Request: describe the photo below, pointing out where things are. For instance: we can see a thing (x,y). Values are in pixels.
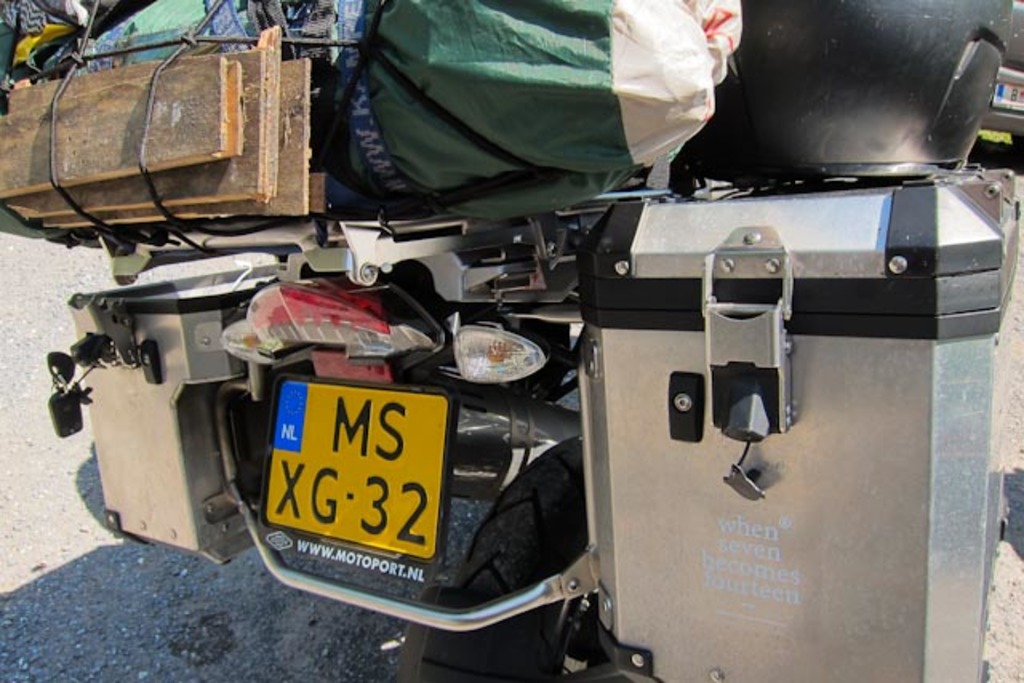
In this picture I can see a vehicle (573,358) on which I can see wooden objects (272,74) and some other objects (443,2) on it.
